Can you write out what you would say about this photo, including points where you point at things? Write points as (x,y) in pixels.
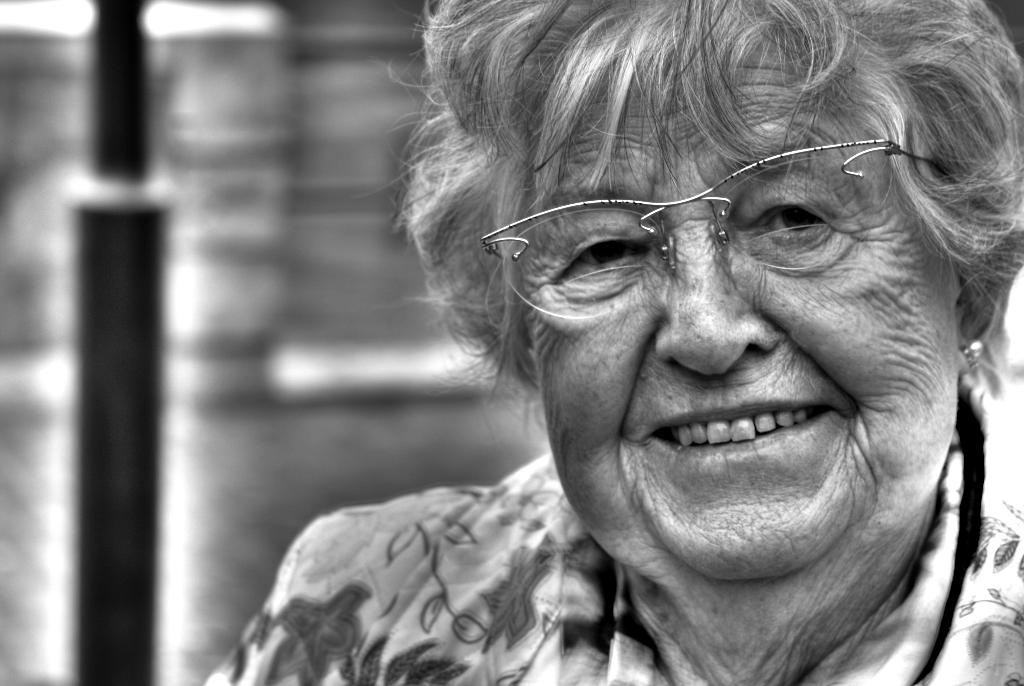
In this image I can see the person (566,554) with the dress (530,541) and specs (812,232). I can see the blurred background (279,78).
